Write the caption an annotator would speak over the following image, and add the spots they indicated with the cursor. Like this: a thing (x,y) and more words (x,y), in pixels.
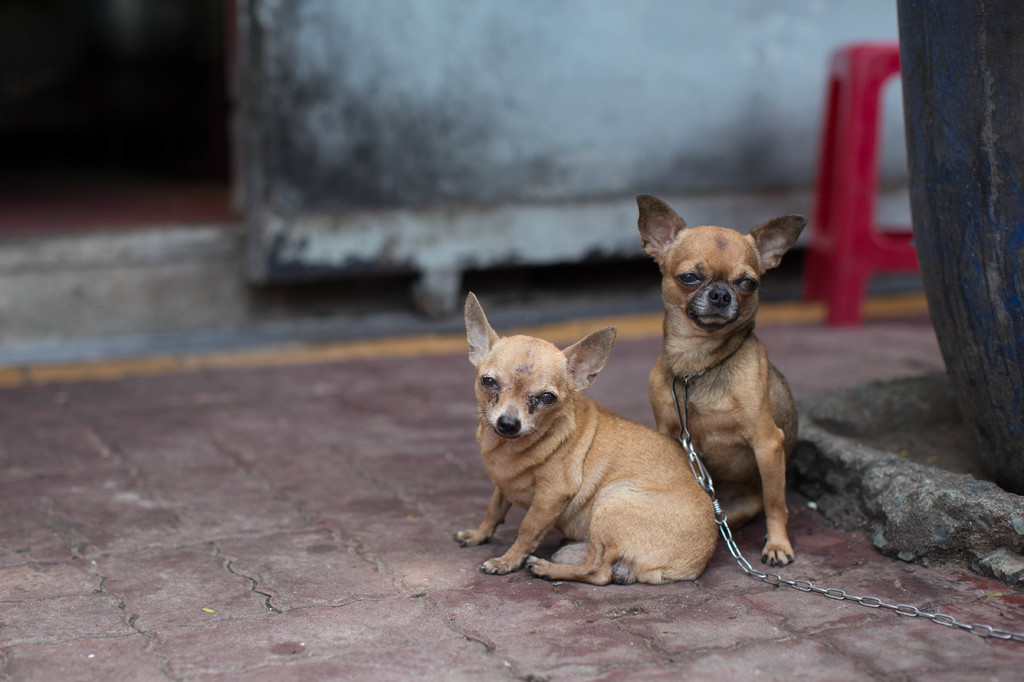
In this image there are two chihuahua dogs (650,455) on the floor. On the right side (722,359) there is a dog (721,416) which is tied with the chain (818,587). In the background (845,118) there is a red color stool (842,126). On the right side (970,216) there is a pot (951,167). On the left side (127,177) there is an entrance (87,105). Beside the entrance (142,61) there is a wall (531,74).
